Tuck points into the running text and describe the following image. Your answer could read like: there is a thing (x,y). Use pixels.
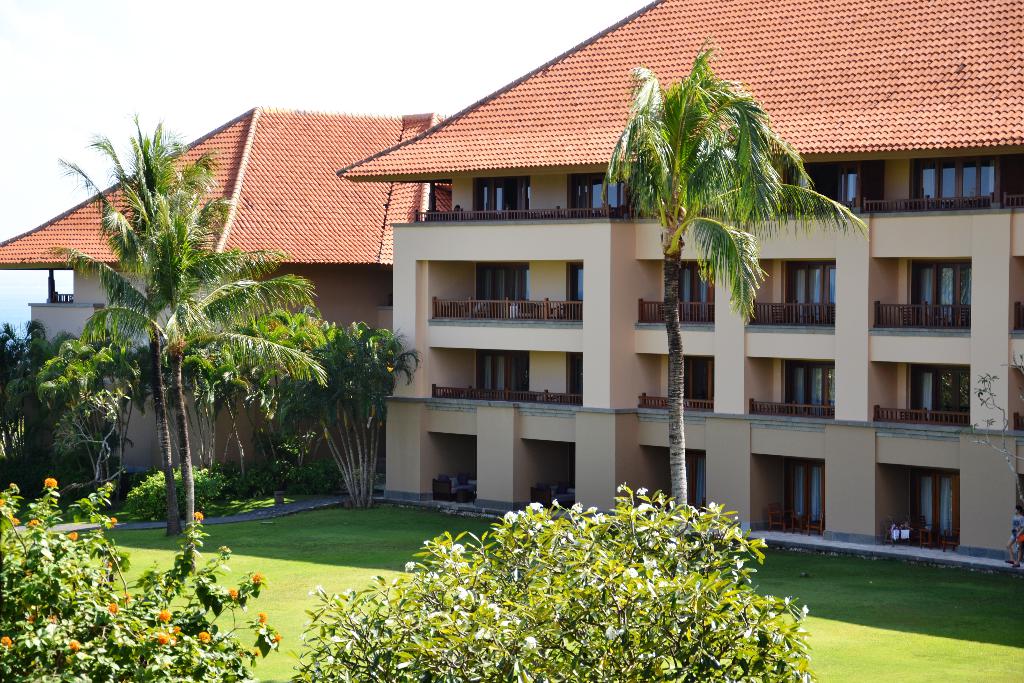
In this picture I can see buildings (566,443), trees (117,341), plants (420,600) and grass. On the ground floor (475,472) I can see the table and chairs (816,530) which are placed near to the doors (921,517). At the top (530,22) I can see the sky (366,1). On the left (11,291) I can see the water (10,318).
